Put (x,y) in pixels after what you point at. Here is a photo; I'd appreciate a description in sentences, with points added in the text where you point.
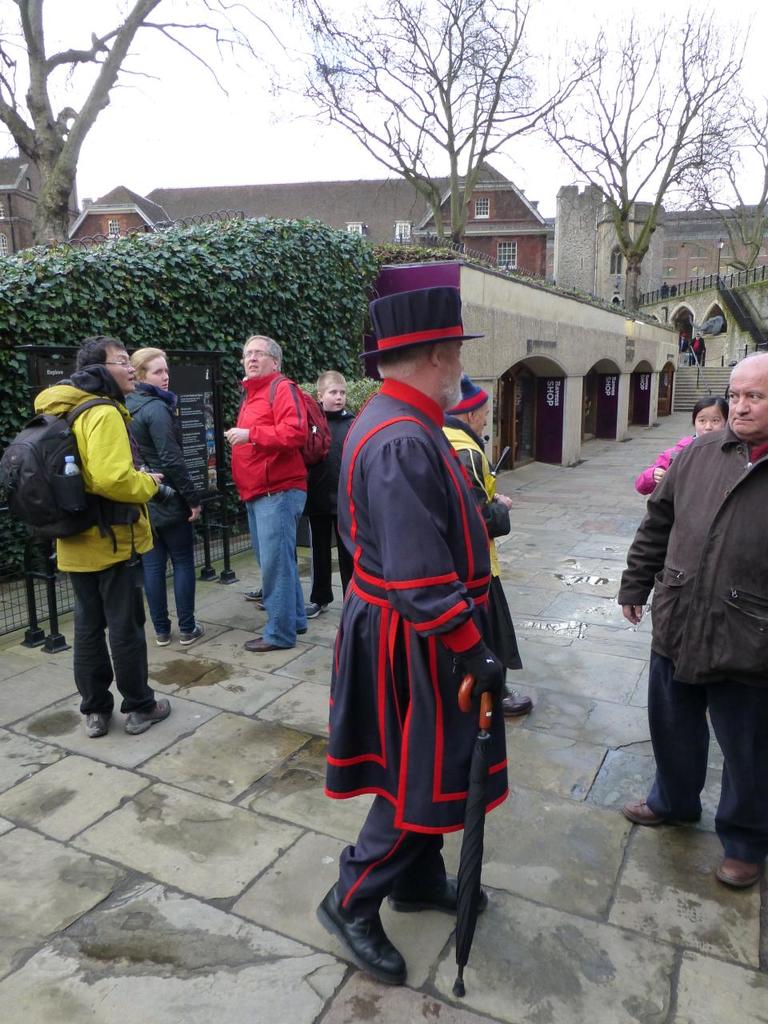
This image is clicked outside. There are trees (88,100) and bushes (304,322) in the middle (347,351). There are buildings (391,275) in the middle (499,361). There are some persons (673,509) standing in the middle (394,465). There is sky (57,48) at the top (298,126).
